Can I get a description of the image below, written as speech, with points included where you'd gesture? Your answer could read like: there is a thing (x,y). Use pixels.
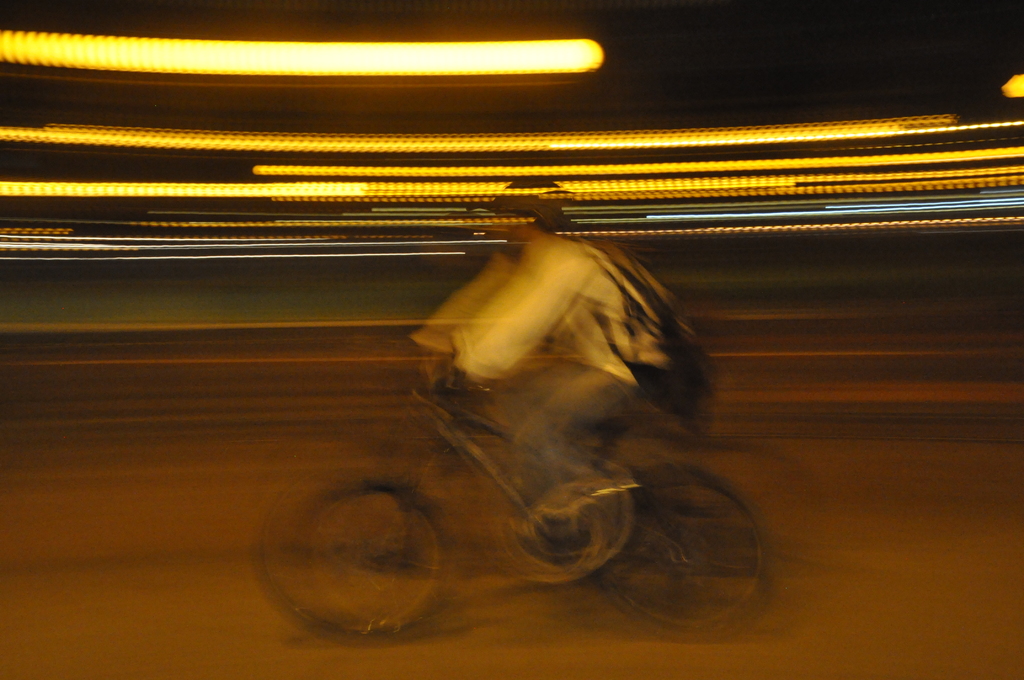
In this picture there is a boy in the center of the image (492,312), on a bicycle (607,555).
